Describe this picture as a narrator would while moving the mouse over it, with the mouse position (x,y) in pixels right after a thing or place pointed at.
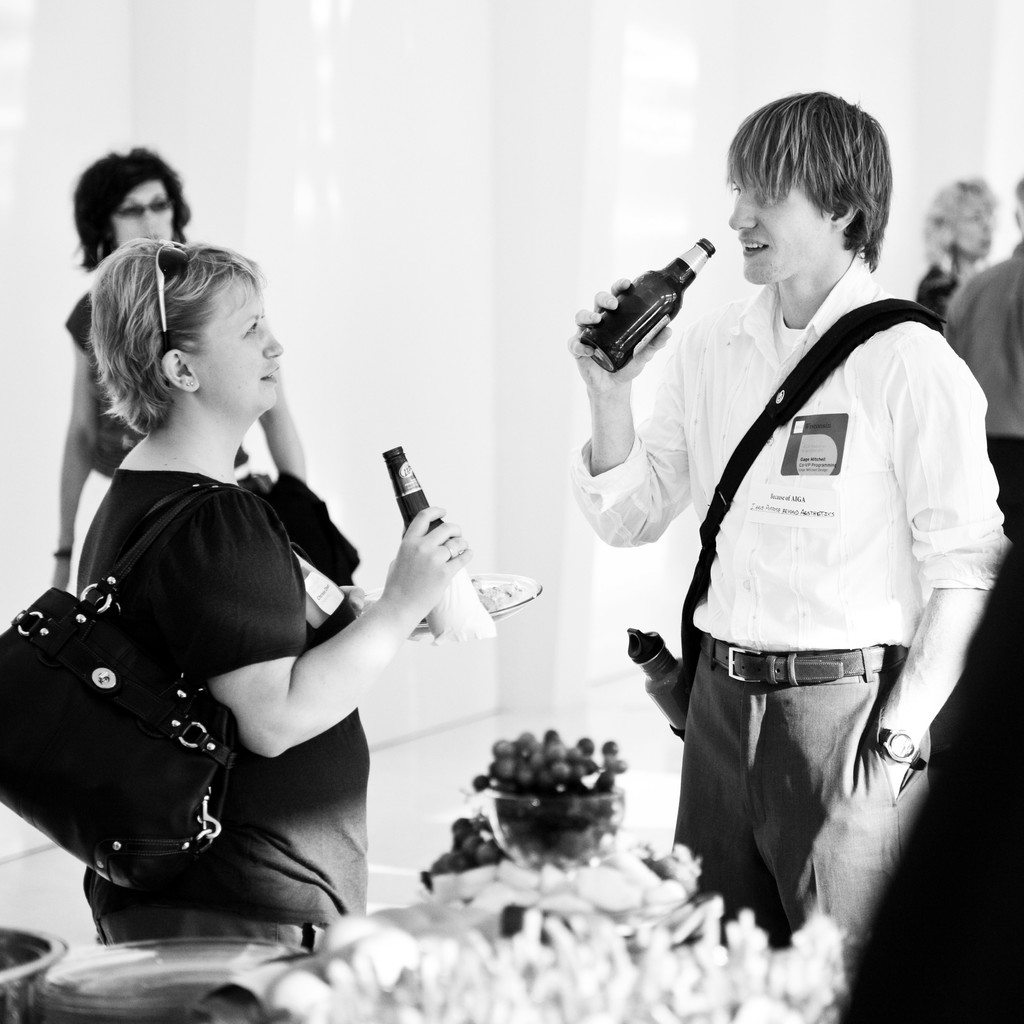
In the middle of the image (671,666) few people (963,648) are standing and holding bottles (711,243). In front of them there is a table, on the table (564,826) there are some bowls (615,810) and fruits (603,742).
